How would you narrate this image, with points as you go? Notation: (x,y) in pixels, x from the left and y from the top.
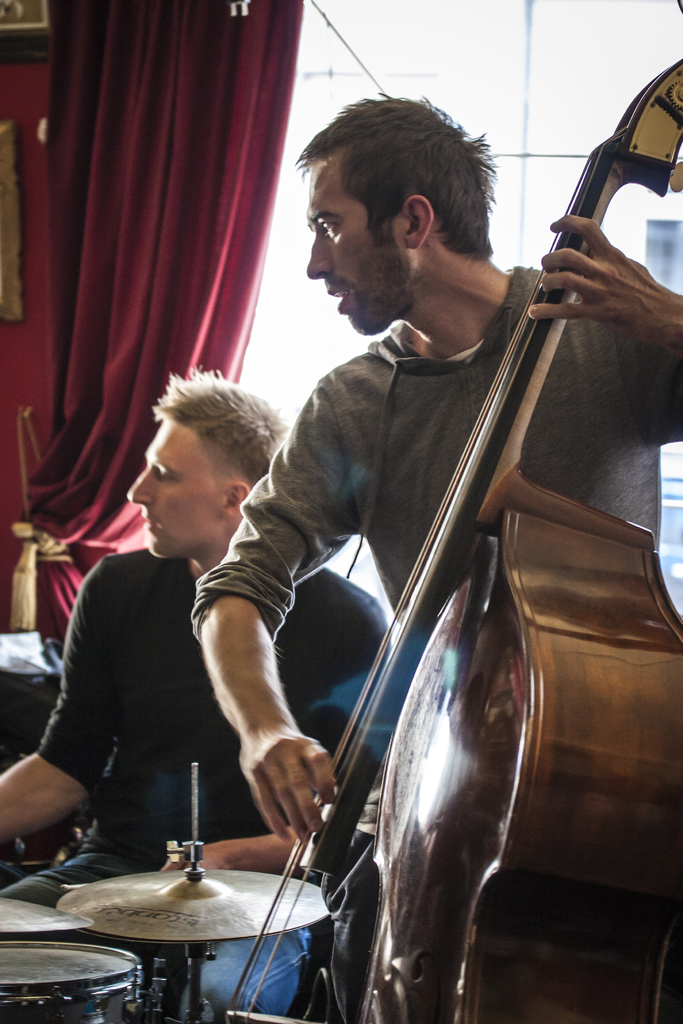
In this image I can see two people (366,240), one person (202,386) is sitting and one person (347,315) is standing. The person (440,183) who is standing is holding a double bass (486,689) in his hands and there is a drum (76,944) I can see a curtain (187,282) and a window (597,71).
